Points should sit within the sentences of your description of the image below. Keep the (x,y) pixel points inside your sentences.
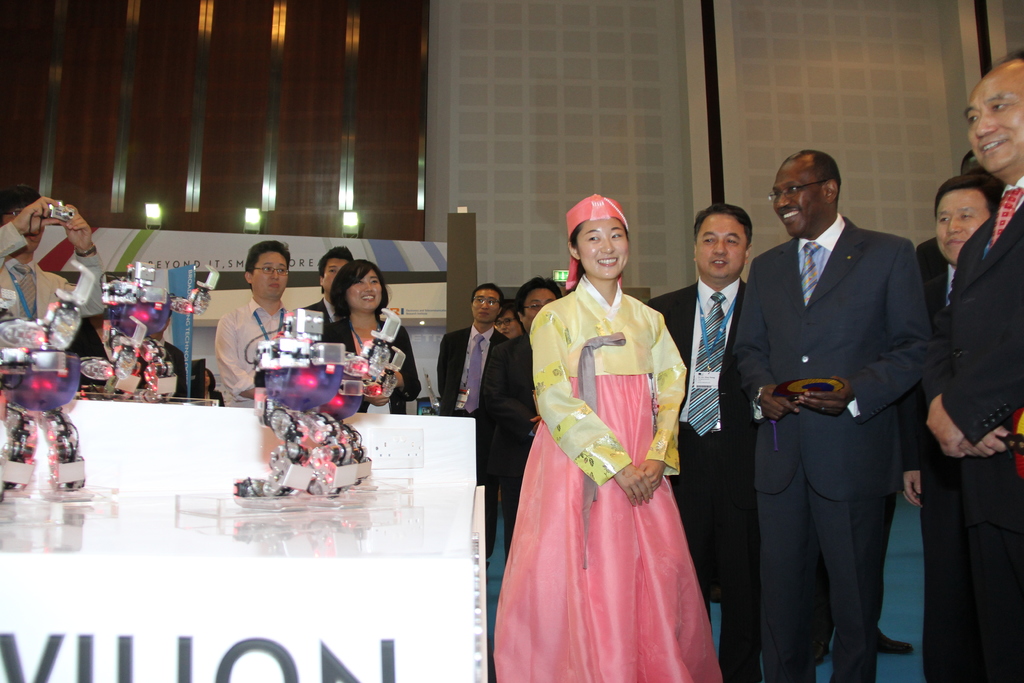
In this picture there are some people (675,329) standing. There were men (942,310) and women (626,404) in this picture. We can observe robots (25,424) on the desk (239,521) here. Many of them were smiling. In the background (572,143) there is a wall (571,97).
